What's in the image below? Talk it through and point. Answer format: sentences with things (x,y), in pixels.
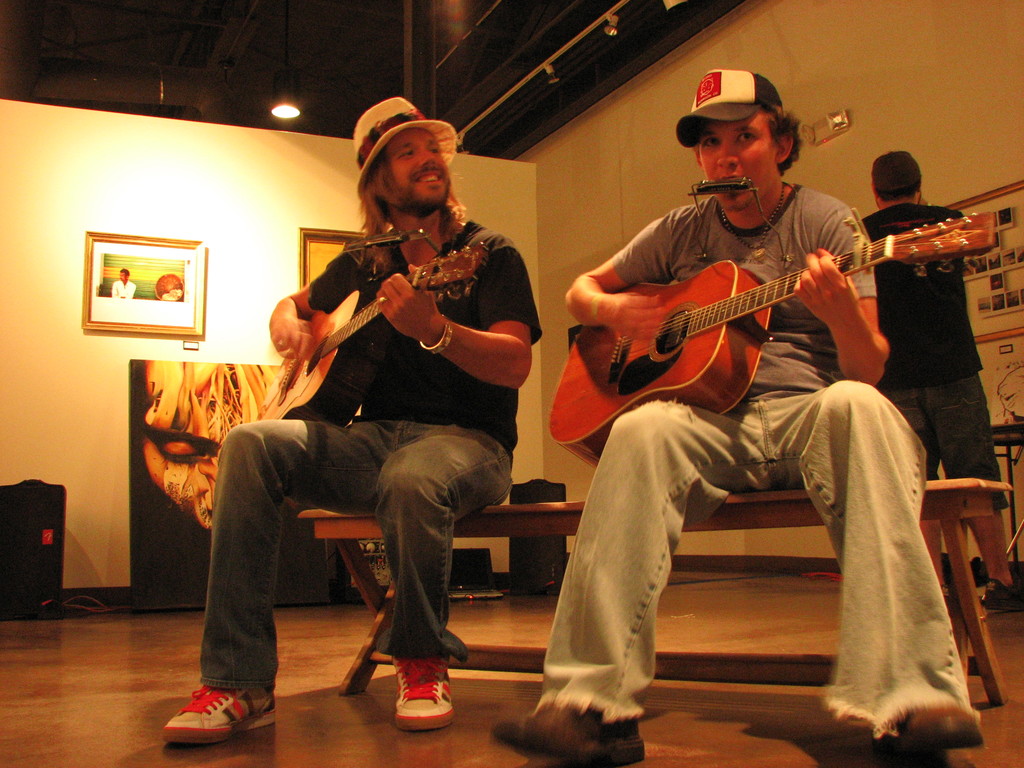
In the center (677,354) we can see two persons (638,256) were sitting on bench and they were holding guitar (690,378). And coming to the background (894,212) we can see one person (906,204) standing. And we can see wall (896,71) with photo frames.
